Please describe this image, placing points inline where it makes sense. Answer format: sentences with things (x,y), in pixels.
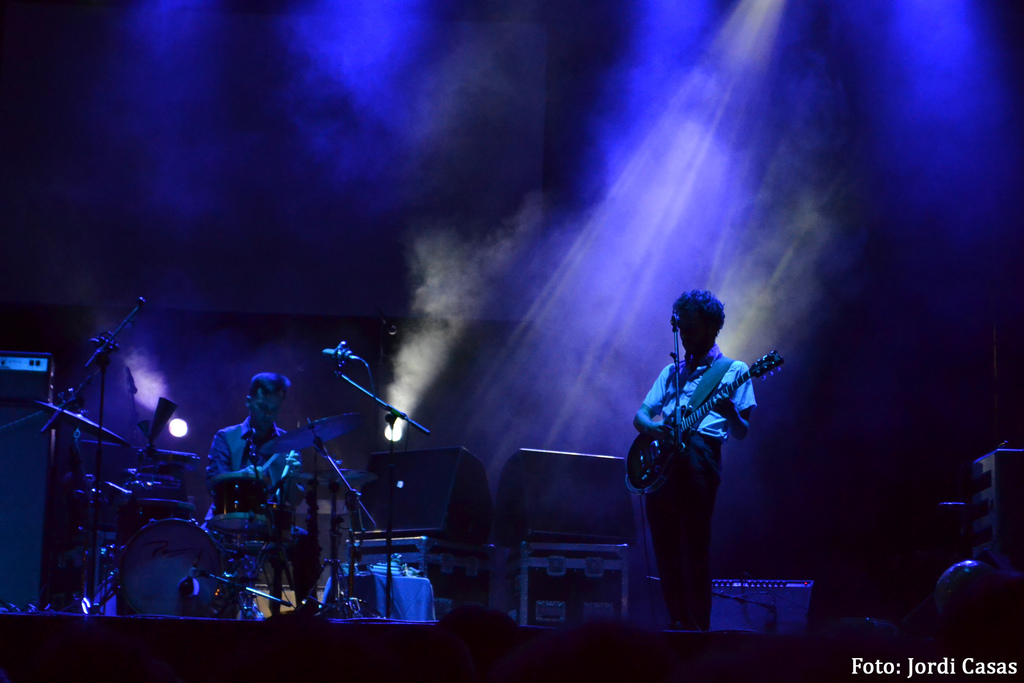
In this image I can see two men (688,325) where one is standing and holding a guitar (630,487) and another one is sitting in front of a drum set (184,450). I can also see mics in front of them.
